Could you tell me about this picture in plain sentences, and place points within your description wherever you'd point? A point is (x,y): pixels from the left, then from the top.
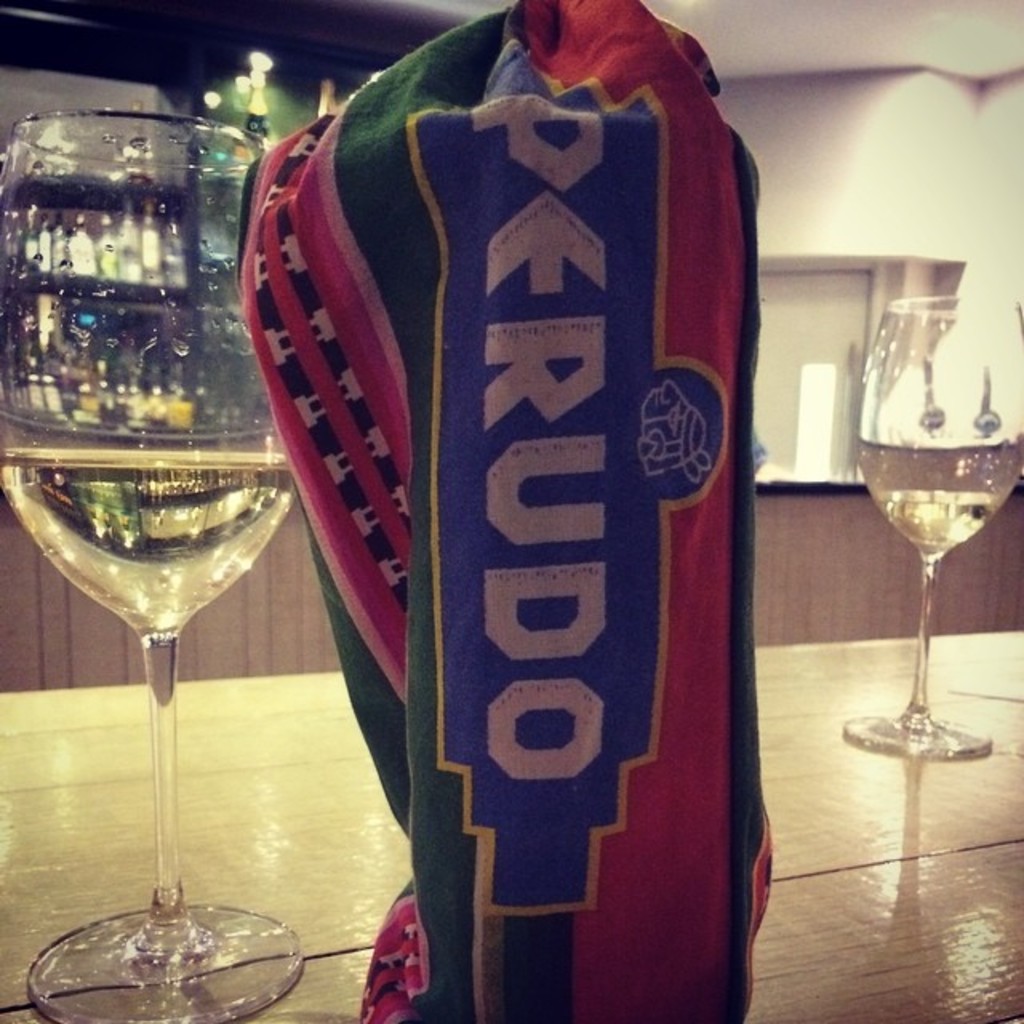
In this image, we can see cloth (615,781) and wine glasses (960,386) with liquid (96,458) are on the surface (970,848). Background (1002,549) we can see wall (848,204), door (841,353) and lights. On the left side of the image (114,270), we can see bottles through the wine glass (168,315).
